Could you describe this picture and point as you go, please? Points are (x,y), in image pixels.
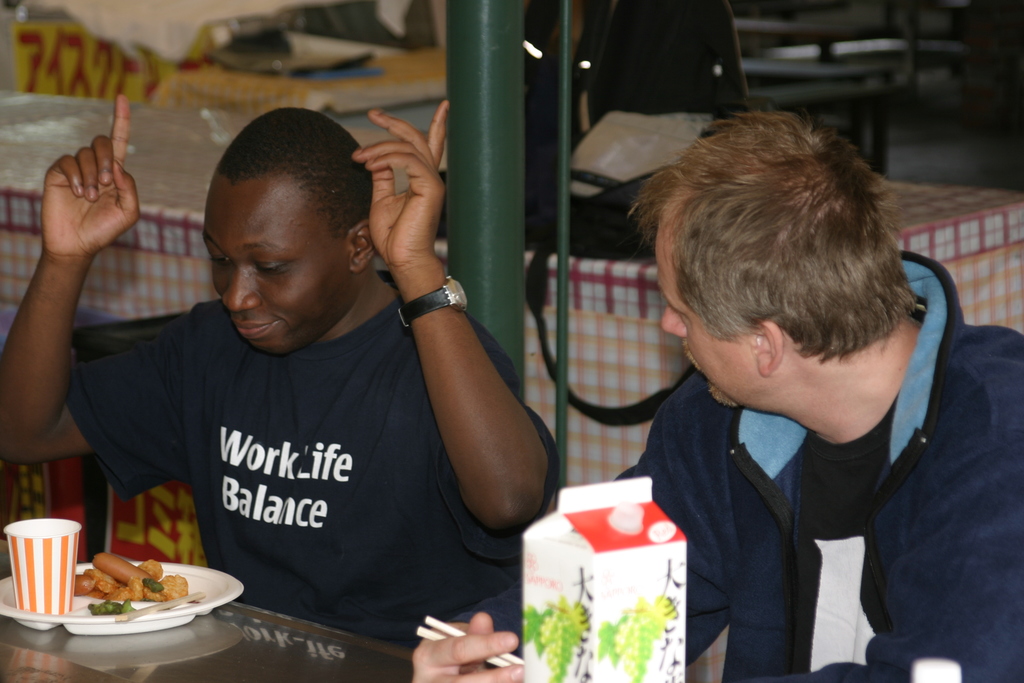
In this picture I can see couple of men (899,459) seating and I can see a tetra pack (581,599) and I can see food (124,582), and a glass (72,581) in the plate (86,604) on the table (76,643) and I can see a bag (648,243) on the another table (597,366) in the back (570,171) and I can see a pole (488,139).
